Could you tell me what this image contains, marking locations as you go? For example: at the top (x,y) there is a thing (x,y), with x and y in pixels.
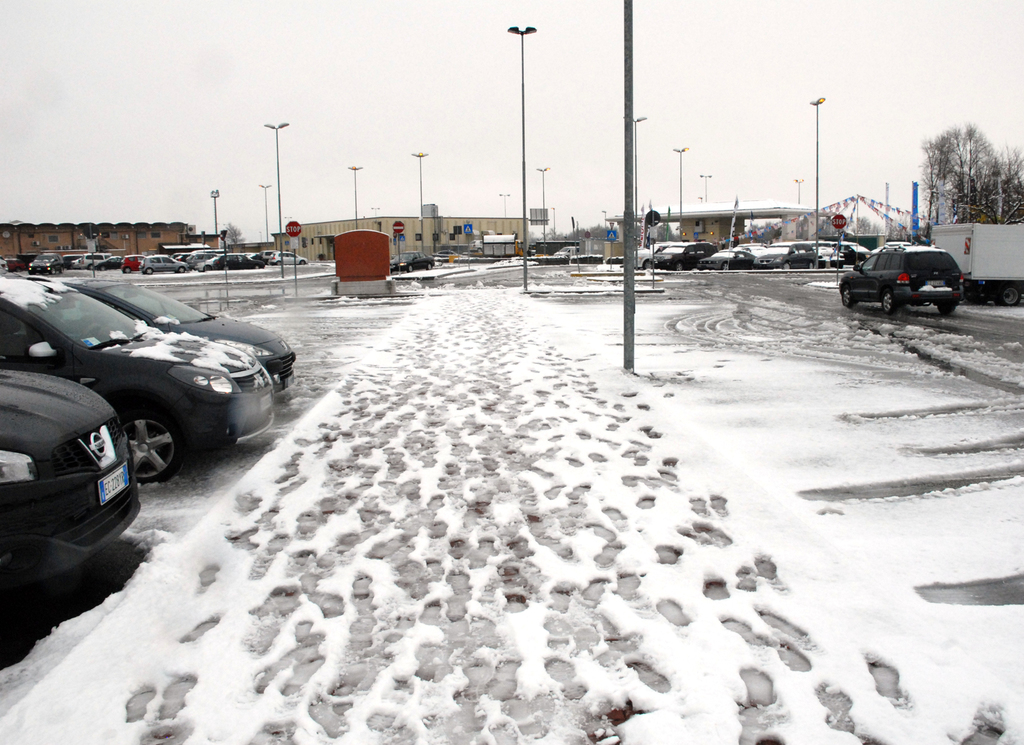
This image is taken outdoors. On the left side of the image (163,393) a few cars (186,362) are parked on the ground (488,611). At the bottom of the image (489,621) there is a ground (563,336) covered with snow (787,303). On the right side of the image (857,286) a car (875,265) is moving on the road (805,299) and a few cars (736,255) are parked on the ground (743,287). In the background (470,250) there are a few houses (441,235), poles (280,225), street lights (279,189) and trees (951,158). At the top of the image (304,85) there is a sky (894,91).
